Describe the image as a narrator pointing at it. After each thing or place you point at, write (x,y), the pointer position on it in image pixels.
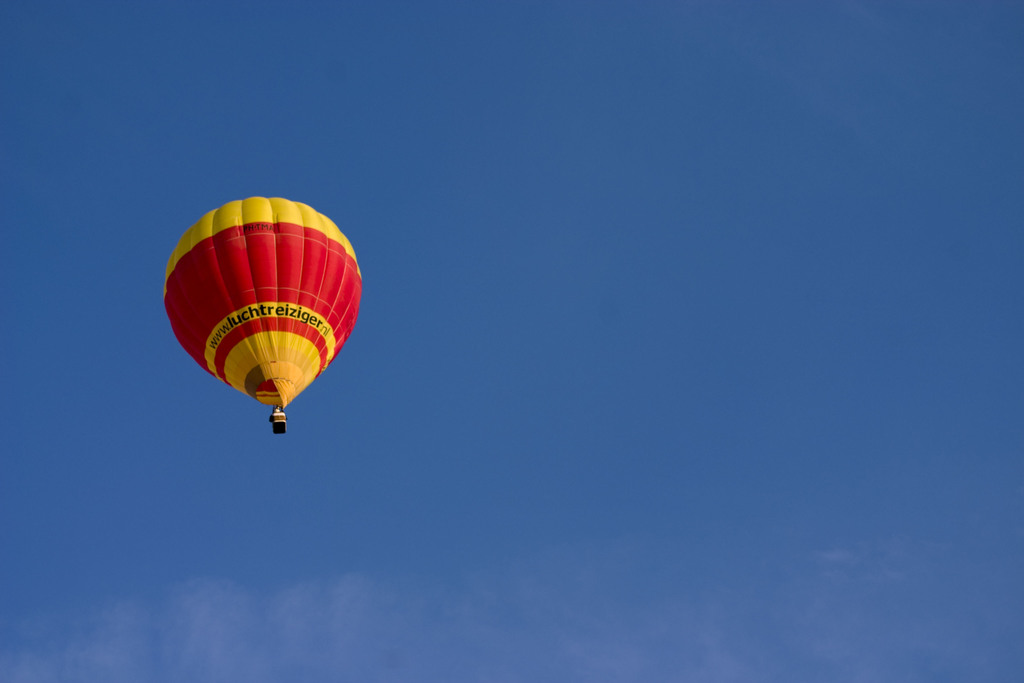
In this image, we can see a hot air balloon (289,324) in the sky (258,449).
